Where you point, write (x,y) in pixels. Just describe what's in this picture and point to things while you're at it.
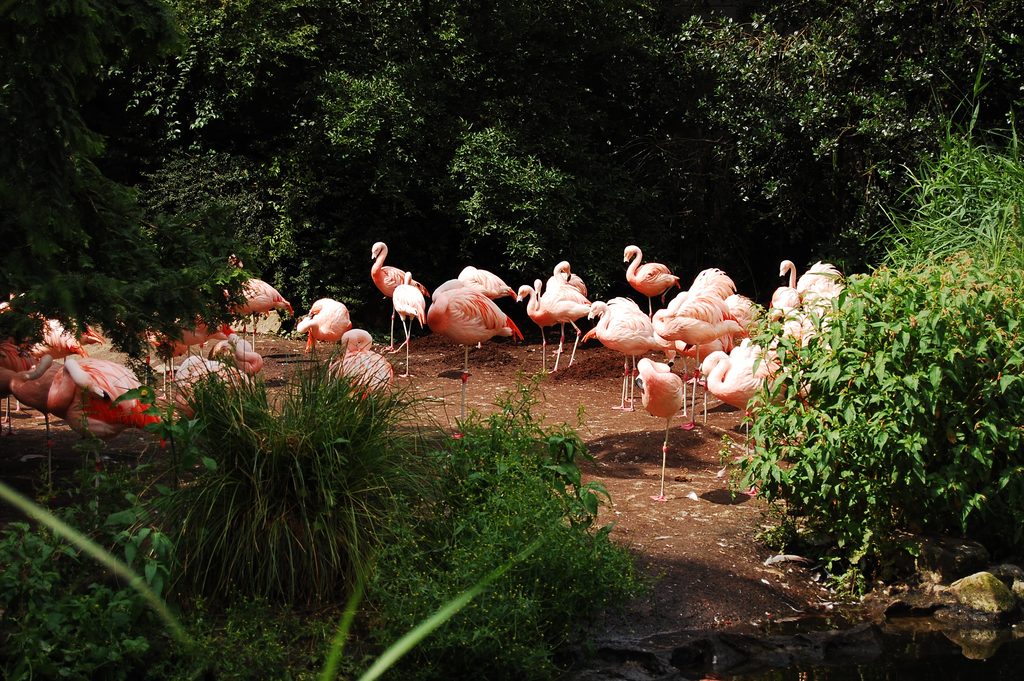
This picture contains many flamingos (353,357). There are trees (669,191) in the background (429,81). At the bottom of the picture (494,562), we see plants (532,496) and in the right bottom (898,672), we see water (944,627).
